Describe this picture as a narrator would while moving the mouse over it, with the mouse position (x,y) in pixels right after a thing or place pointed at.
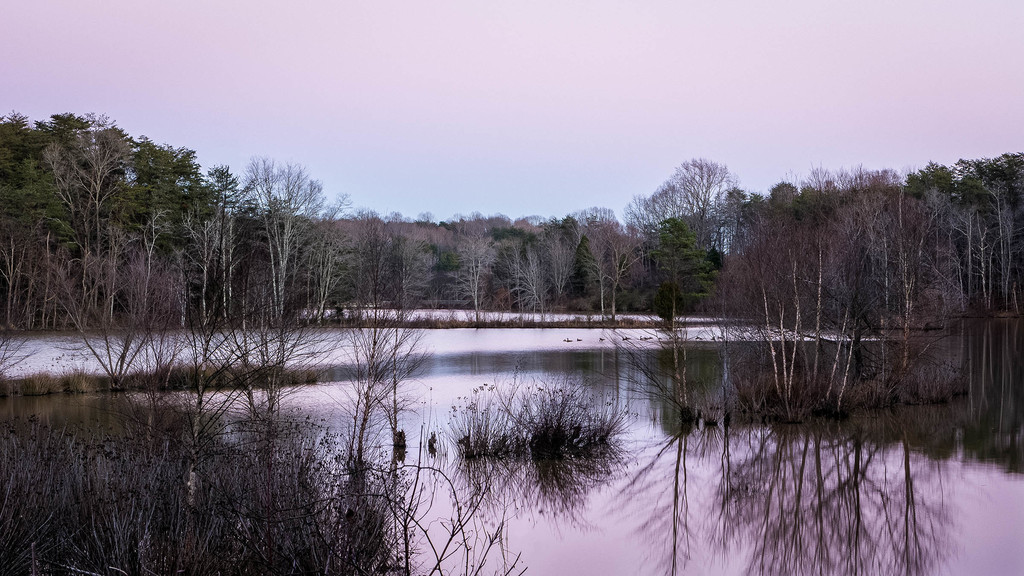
At the bottom of the picture (331,484), we see the trees (398,475) and water (532,367). This water (603,474) might be in the lake (572,344). There are trees (166,257) in the background (663,276). At the top (462,137), we see the sky (470,170).
